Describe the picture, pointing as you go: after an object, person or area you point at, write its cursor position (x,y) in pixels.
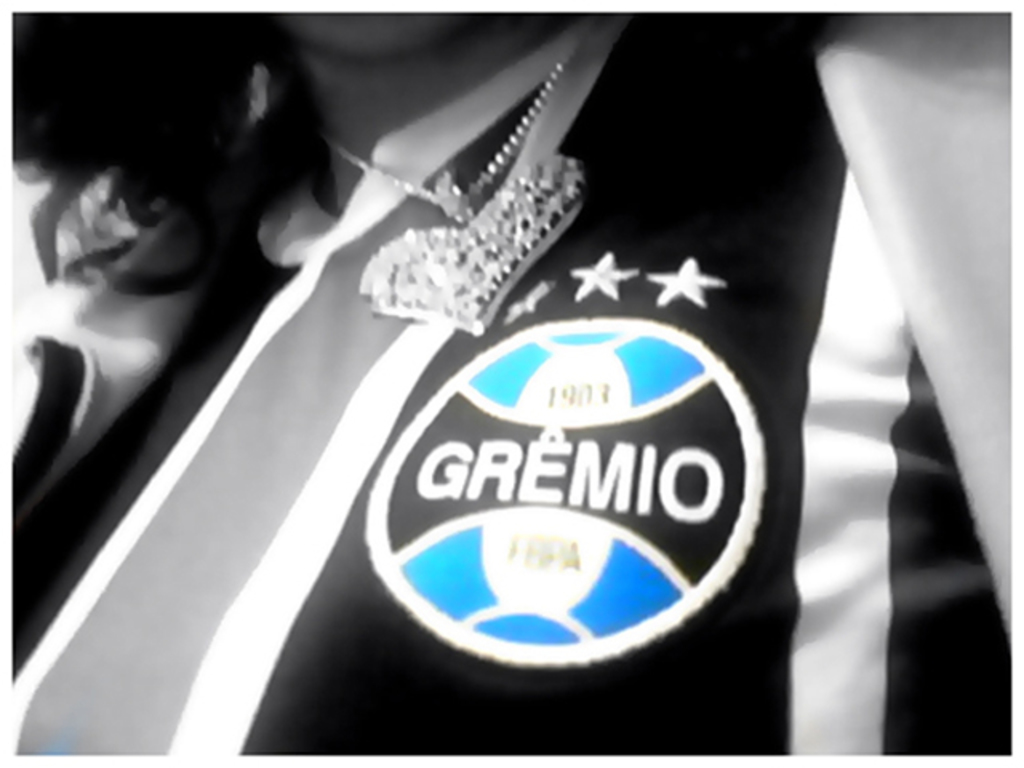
In this image we can see a person (478,626) wearing a chain (460,191).
